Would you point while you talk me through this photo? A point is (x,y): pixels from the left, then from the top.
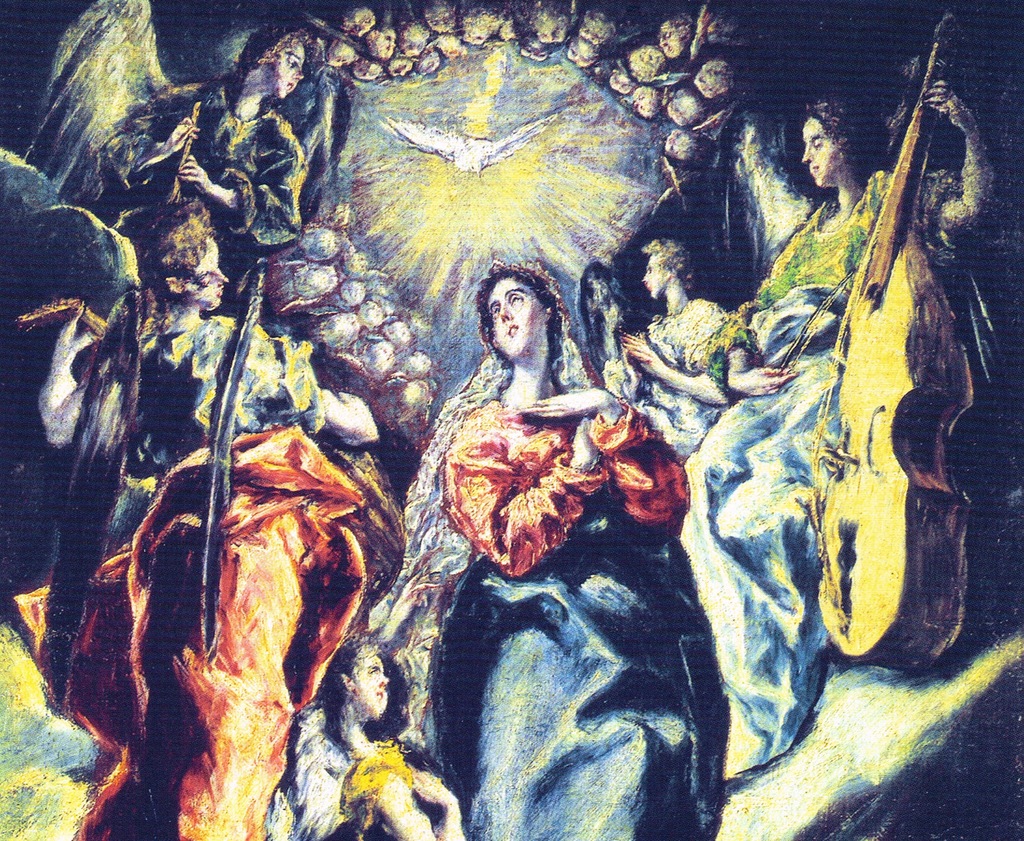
In this image I can see a painting (464,36), in the painting (396,81) I can see person images (173,272) and birds (441,133).
